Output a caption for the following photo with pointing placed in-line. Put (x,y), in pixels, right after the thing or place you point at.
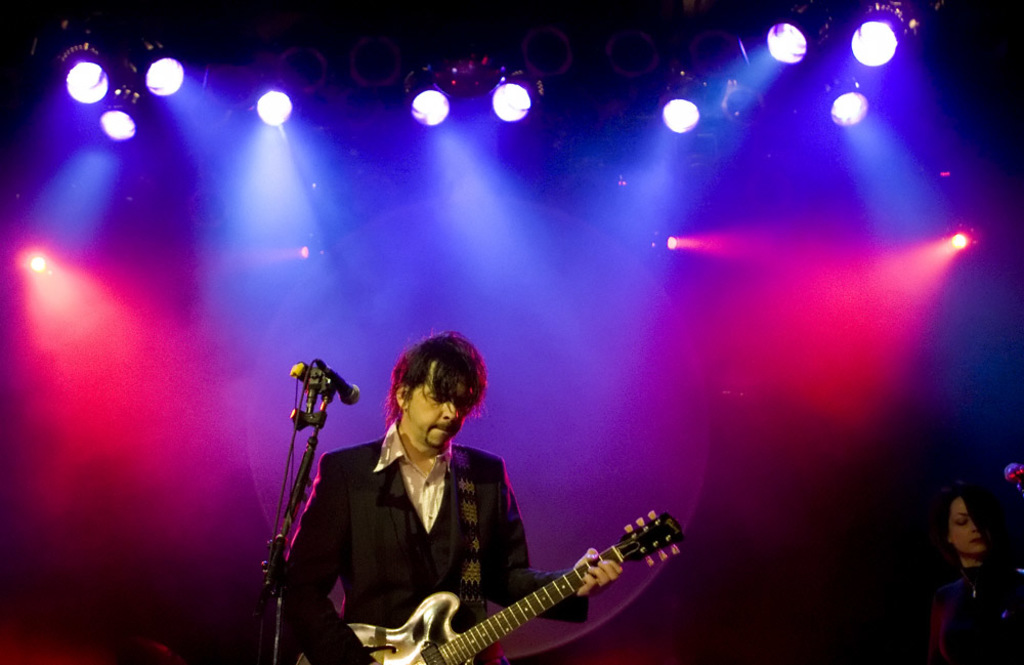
This image of a man (343,506) playing a guitar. It looks like a concert. In the background (369,227), there are lights (369,227). At the top (385,61), there are lamps (391,61).
